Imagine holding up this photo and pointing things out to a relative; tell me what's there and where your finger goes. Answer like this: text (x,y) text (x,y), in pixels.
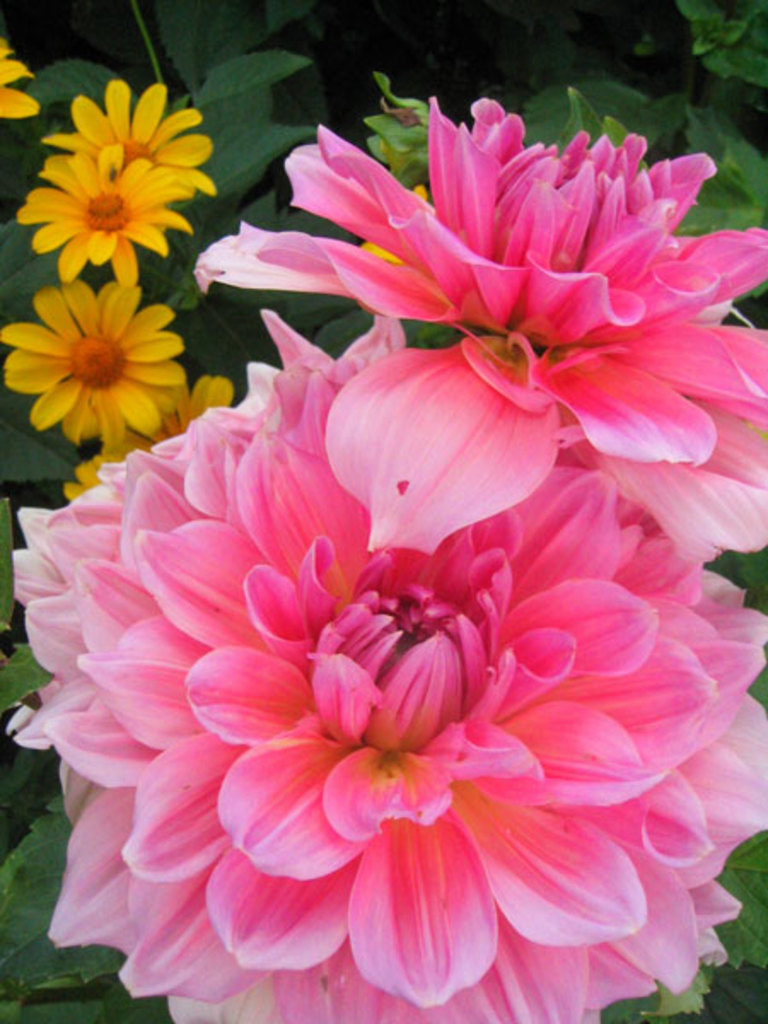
In this picture, we can see some flowers (566,708) with plants (763,893).
